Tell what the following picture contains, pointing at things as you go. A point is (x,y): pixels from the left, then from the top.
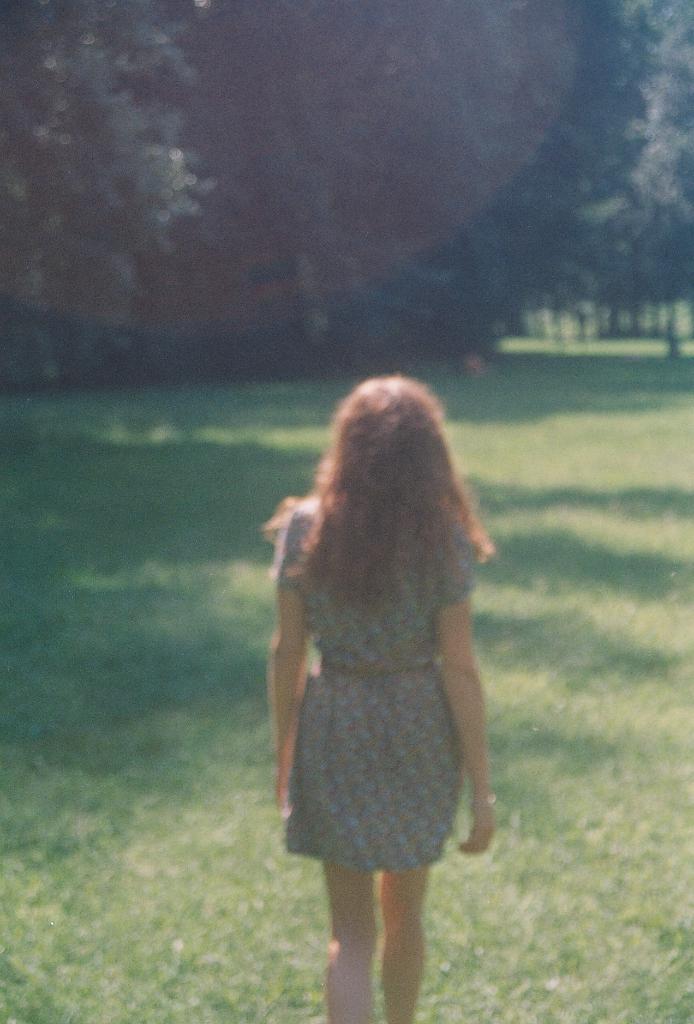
In this image we can see a woman (364,840) from the backwards standing on the ground (520,747). At the top of the image (350,325) we can see trees (334,243).
